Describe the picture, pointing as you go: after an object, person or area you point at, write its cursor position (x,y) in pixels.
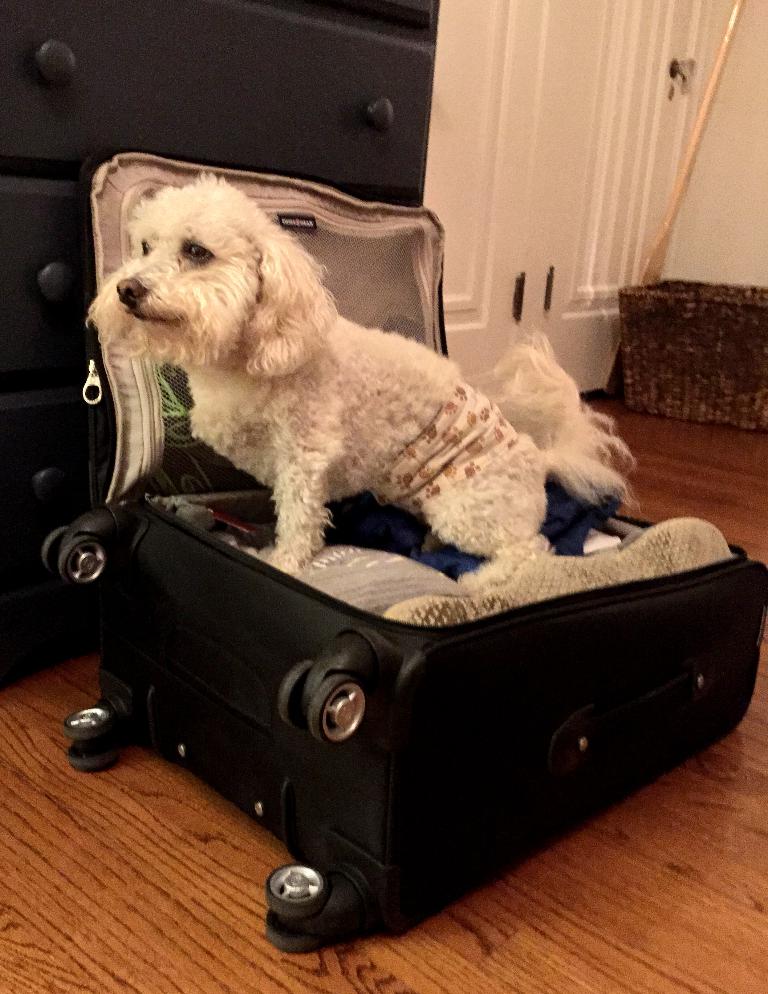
In the picture there is a luggage bag (508,633) it is of black color, there is a dog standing on the luggage (688,709), the luggage zip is open to the right side (576,86) there is a white color door (558,185), to its right side there is a broom stick (680,169) and a basket (683,292) beside that.
